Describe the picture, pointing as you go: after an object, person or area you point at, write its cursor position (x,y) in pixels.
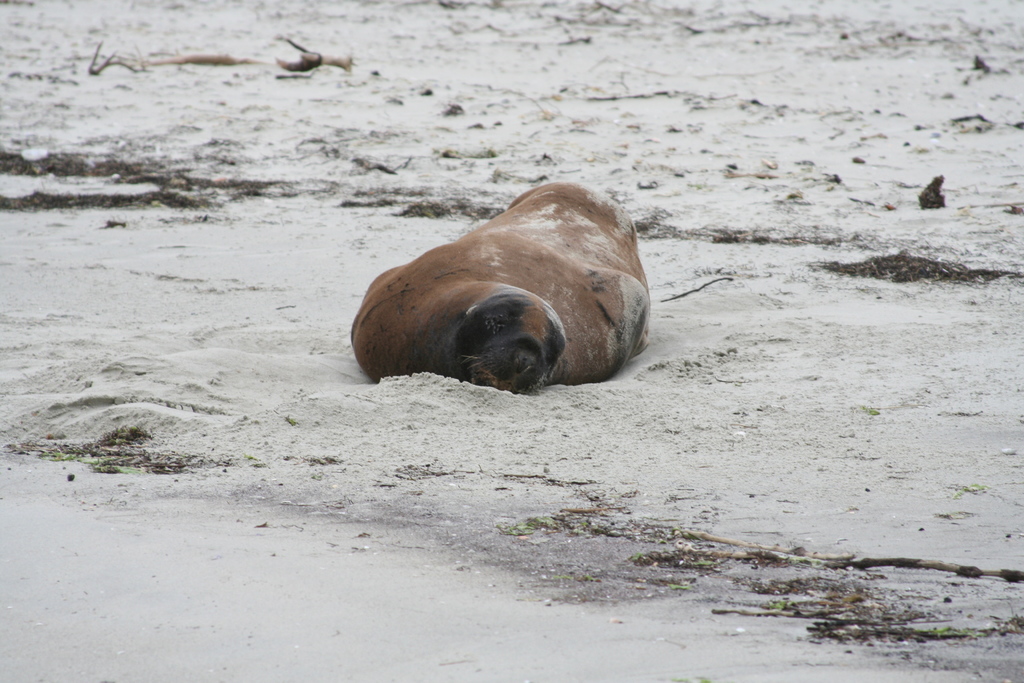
In this picture we can see a seal (414,290) on the ground (412,416), sand (413,630) and in the background (218,62) we can see an object (232,60).
